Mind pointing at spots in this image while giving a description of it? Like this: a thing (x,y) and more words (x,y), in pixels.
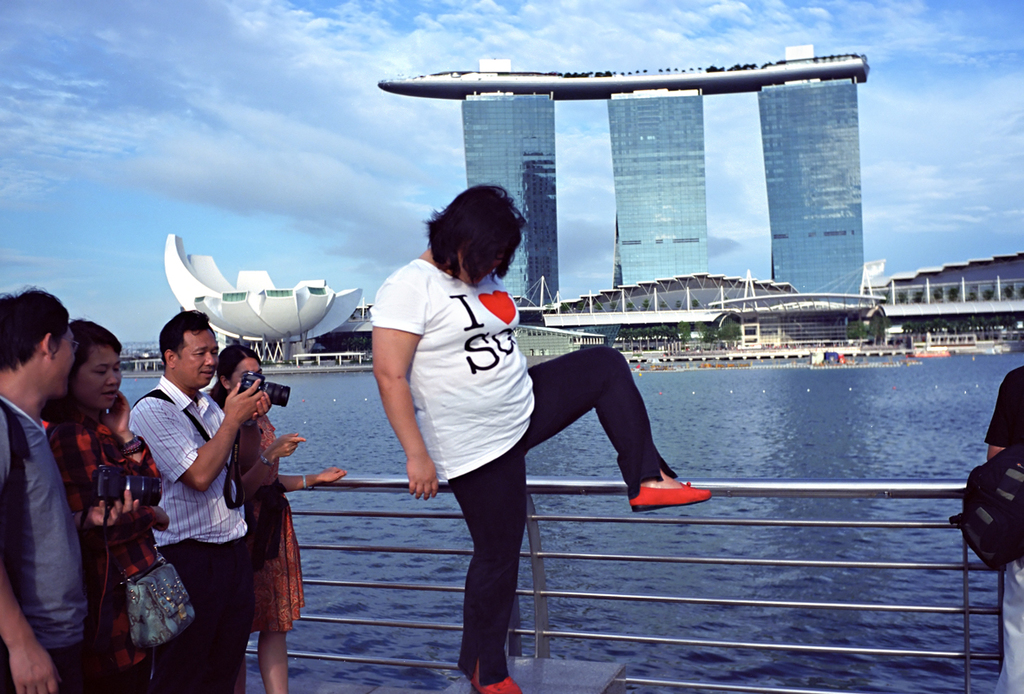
In this image we can see a few people (477,430), two of them are holding cameras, there is a fencing (535,548), there are buildings (804,311), poles (547,643), also we can see the sky (259,255), and the river (596,606).
